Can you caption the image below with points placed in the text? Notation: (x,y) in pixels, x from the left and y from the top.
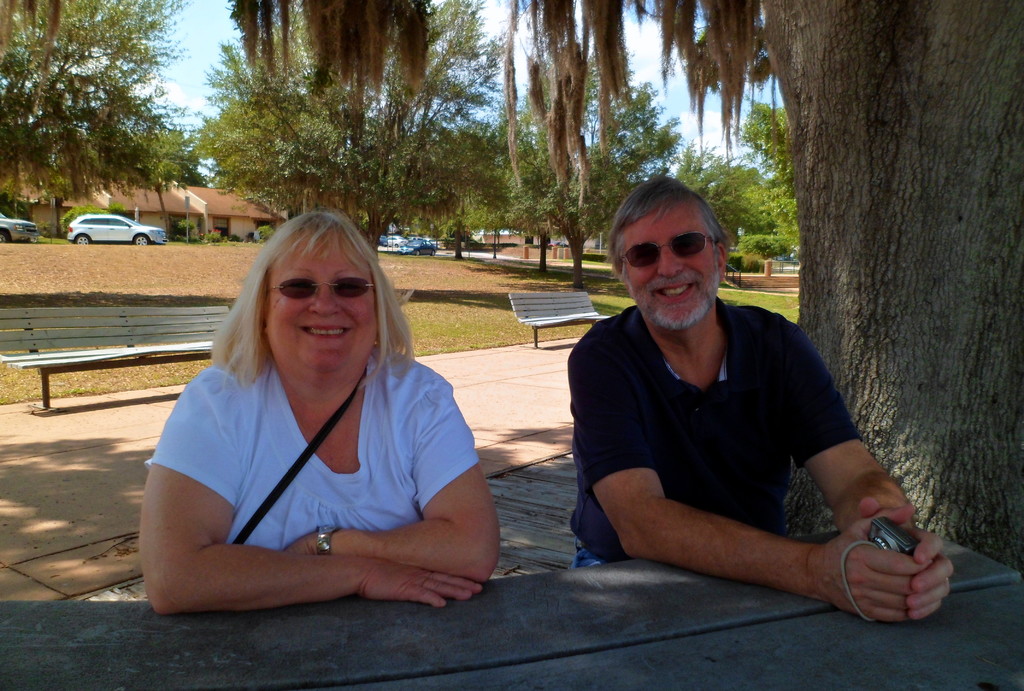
We can see a man (888,573) and woman (450,572) are sitting at the table (822,663) and the man (883,586) is holding a camera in his hands (870,580) and the woman (322,500) is carrying a bag (306,451) on her shoulder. In the background (113,349) there are benches (11,337) on the road (179,390), grass (81,285) and trees (58,40) on the ground (29,274), vehicles (73,222), houses (49,214), poles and clouds (145,96) in the sky (145,96).
